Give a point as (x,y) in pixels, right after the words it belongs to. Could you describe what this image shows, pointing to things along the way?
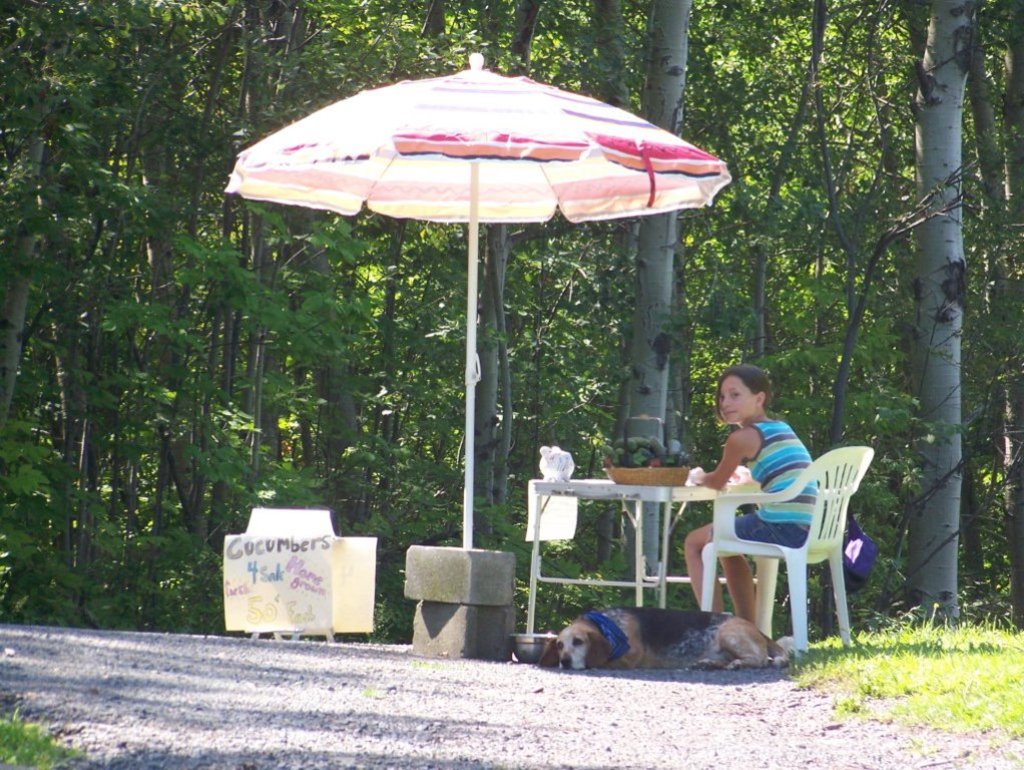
In this image I see a girl (770,536) who is sitting on the chair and there is table (609,483) in front and there are few things (615,471) on it. I can also see a dog (750,631) over here and they are on the path (928,758). In the background (525,604) I see lot of trees (71,603).
